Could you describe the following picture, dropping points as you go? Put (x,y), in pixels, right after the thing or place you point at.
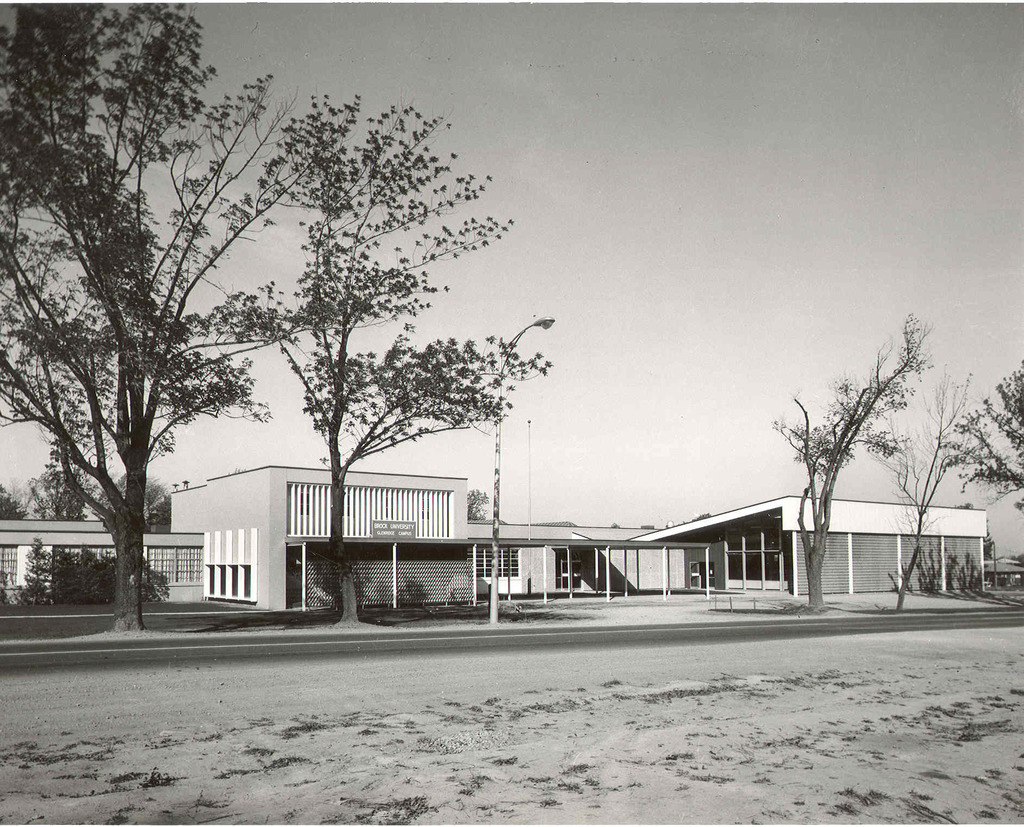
In this image I can see a road (465,631) in the front (467,645). There is a pole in the center (496,523) and there are trees (158,105) and buildings (485,538) at the back (220,548). There is sky (847,178) at the top (868,186).
